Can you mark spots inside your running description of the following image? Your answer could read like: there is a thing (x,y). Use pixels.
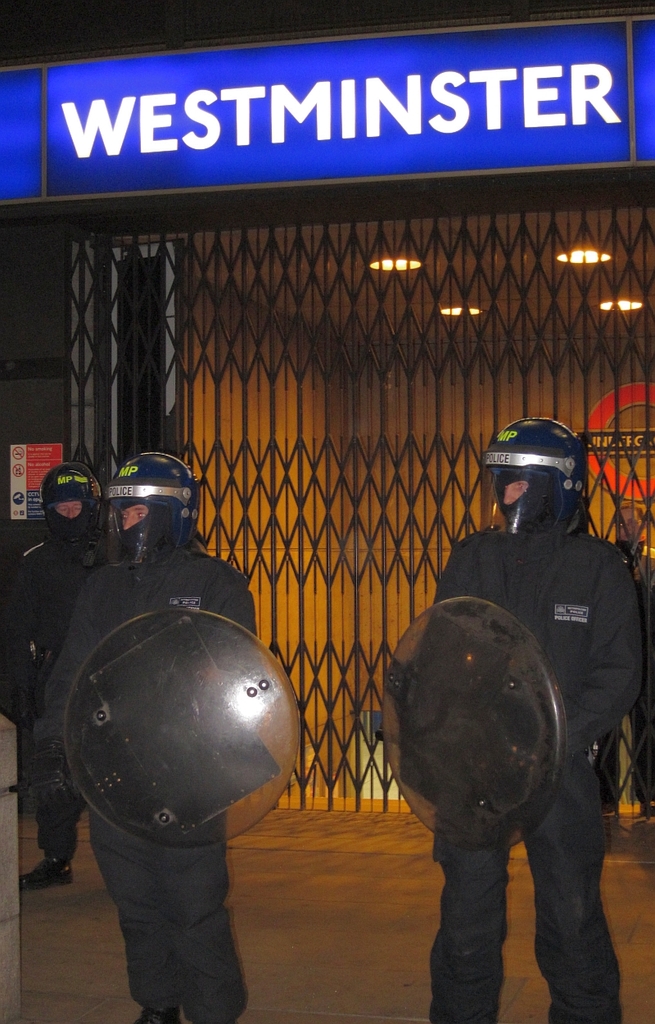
In this image, we can see people (587,779) are standing. Few people (633,692) are wearing helmets (122,554). In the middle of the image (251,679), we can see shields (278,766). In the background (290,784), we can see the path (303,864), grille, lights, walls (311,614), poster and boards (308,89).
